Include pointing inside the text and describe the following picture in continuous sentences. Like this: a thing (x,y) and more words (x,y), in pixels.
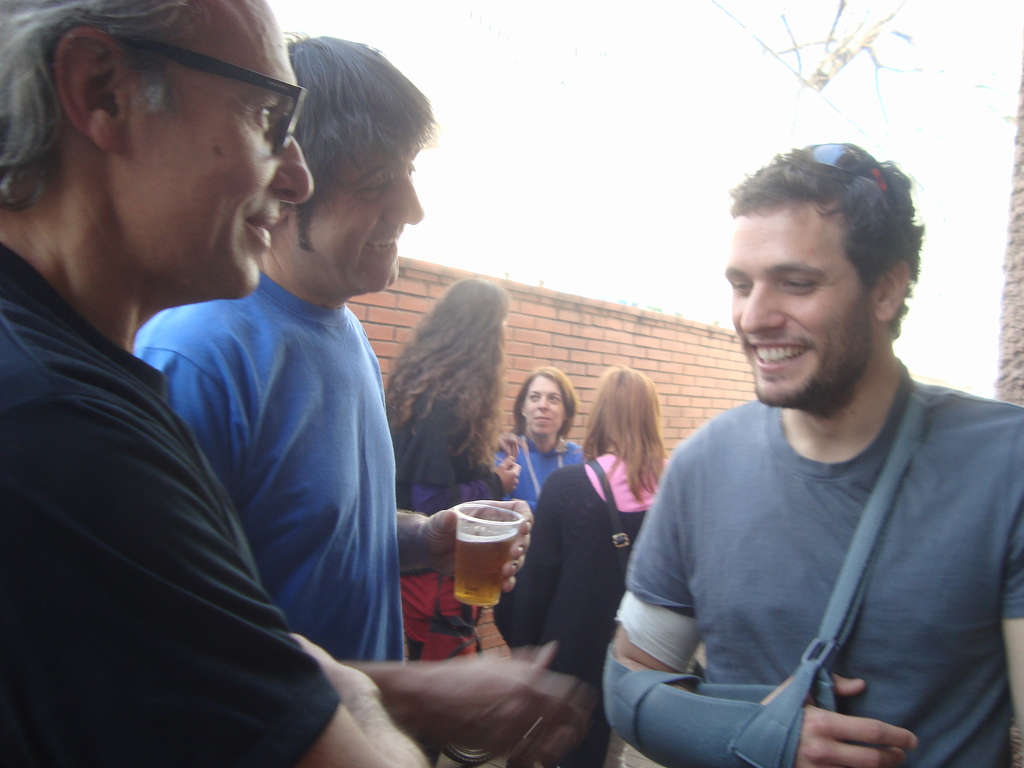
This is picture taken outside a house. In this picture in the foreground (296,508) there are three people (758,540) standing, all are smiling. In the center (355,482) a person (520,550) is holding a drink (487,525). In the background (561,410) there are three women (536,407) standing. On the top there is a brick wall (580,338).
